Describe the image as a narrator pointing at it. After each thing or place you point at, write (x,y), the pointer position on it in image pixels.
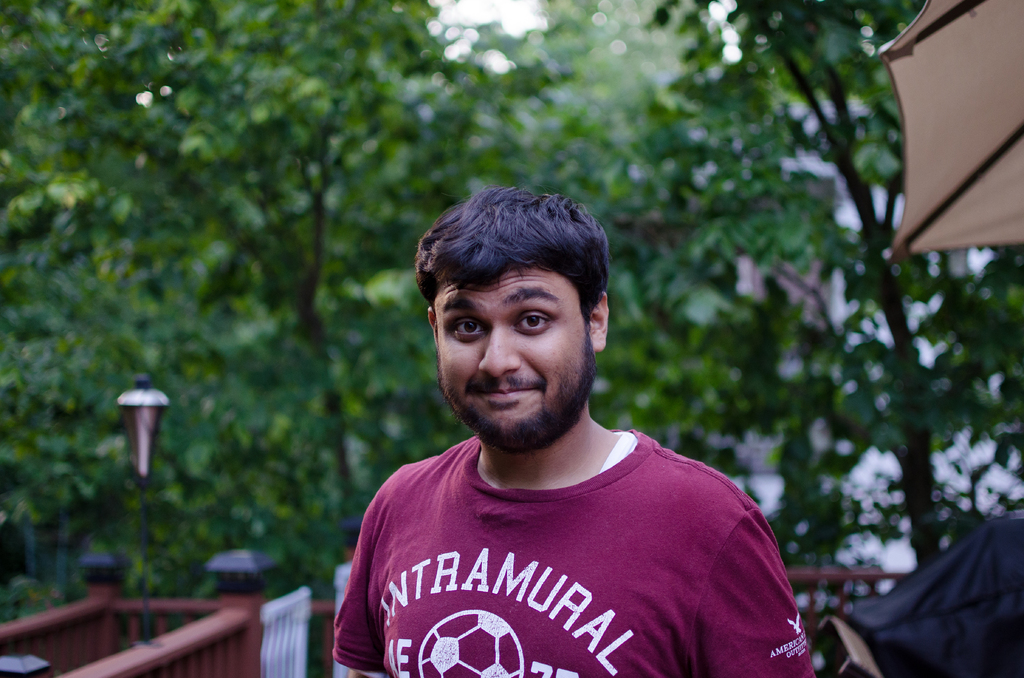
Here I can see a man (454,470) wearing a t-shirt (675,545), smiling and looking at the picture. In the background (166,622) there is a railing (220,622) and a light pole (143,607). In the background (416,96) there are many trees (627,141). In the top right-hand corner (957,101) there is an umbrella (952,163).
